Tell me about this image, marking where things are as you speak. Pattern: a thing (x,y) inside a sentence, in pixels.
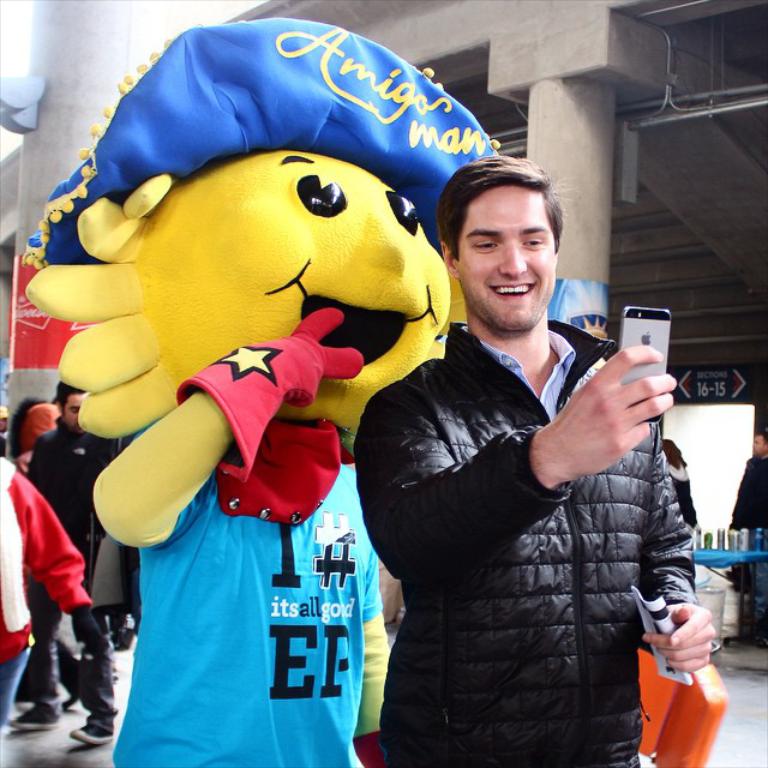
In the foreground (535,194), a person (619,484) is standing and holding a mobile (635,334) in his hand (637,409) and having a smile on his face (522,312). Next to that a person (340,524) is standing and wearing a mask (287,284). In the background (60,571) a group of people (13,459) standing. The walls (82,122) are white in color. At the bottom (750,521), a table (709,551) is there on which bottles (740,547) are kept and a person (762,564) is standing in front of that. This image is taken in a stadium (51,734) during day time.
